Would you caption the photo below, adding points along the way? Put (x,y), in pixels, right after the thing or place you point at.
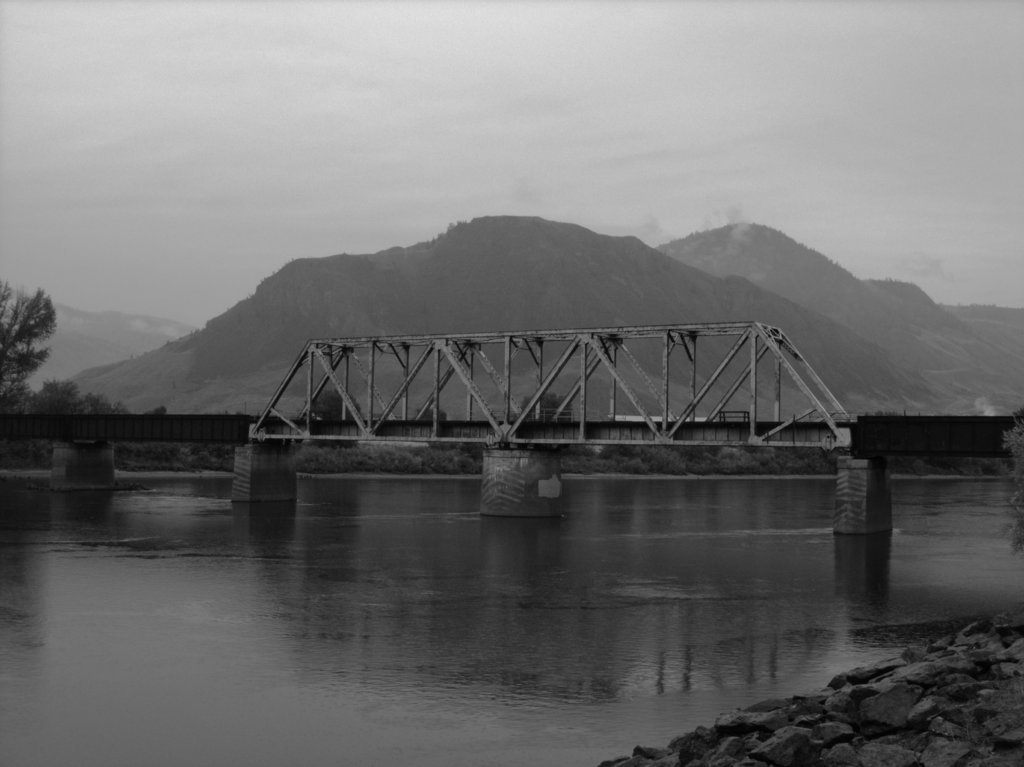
This is a black and white picture. I can see water (328,612), rocks (975,720), there is a bridge (671,429), there are trees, hills (719,250), and in the background (737,170) there is sky (710,130).
